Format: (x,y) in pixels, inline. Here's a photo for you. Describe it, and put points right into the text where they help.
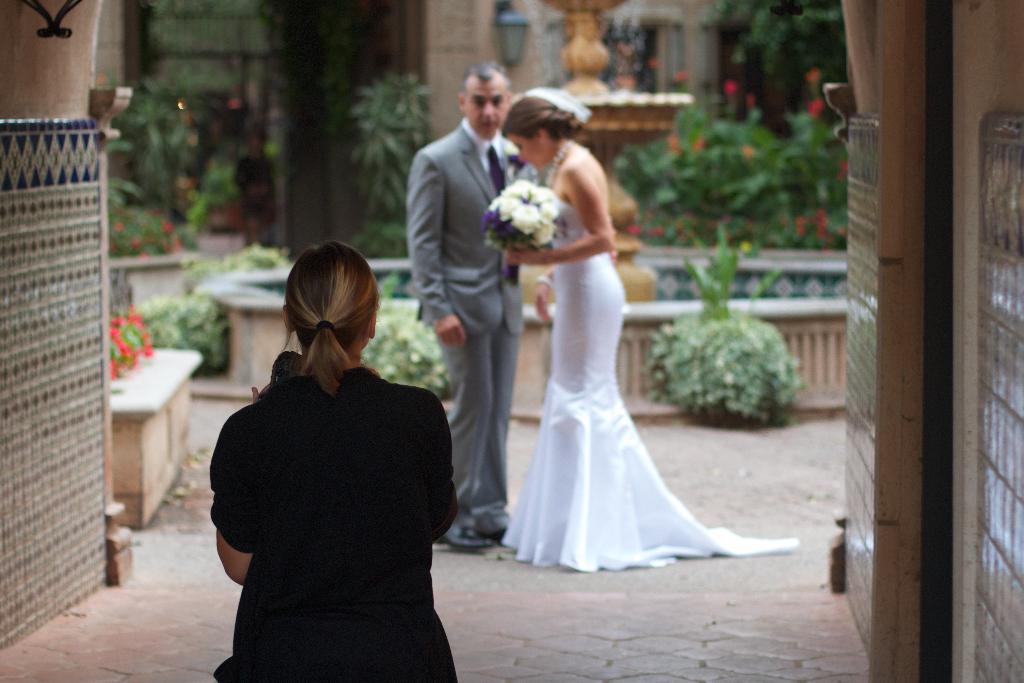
In this image we can see a lady (330,511). On the sides there are walls (967,398). In the back (550,197) there's a lady (569,268) holding a bouquet (498,236). Also there is a man (458,214). Also there is a bench (165,350). There are plants (130,166). And there is a fountain (601,118). In the background (601,118) it is blur.
